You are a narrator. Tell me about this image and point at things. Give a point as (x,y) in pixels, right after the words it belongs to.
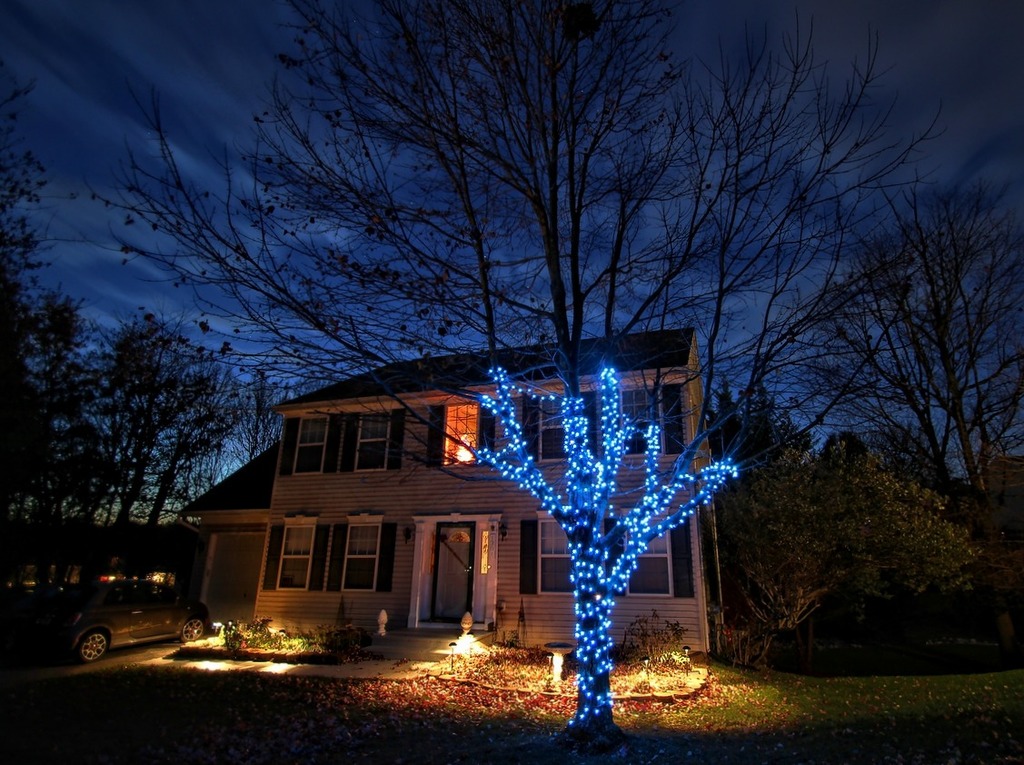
This picture is clicked outside. In the foreground (566,722) we can see the green grass (934,710), decoration lights (600,430) and a tree (621,206), and in the center (555,413) we can see the building (322,564), car (125,633) parked on the ground (194,638), trees (838,547) and some other items (320,641). In the background (234,162) we can see the sky (190,329) and the trees (891,418).
